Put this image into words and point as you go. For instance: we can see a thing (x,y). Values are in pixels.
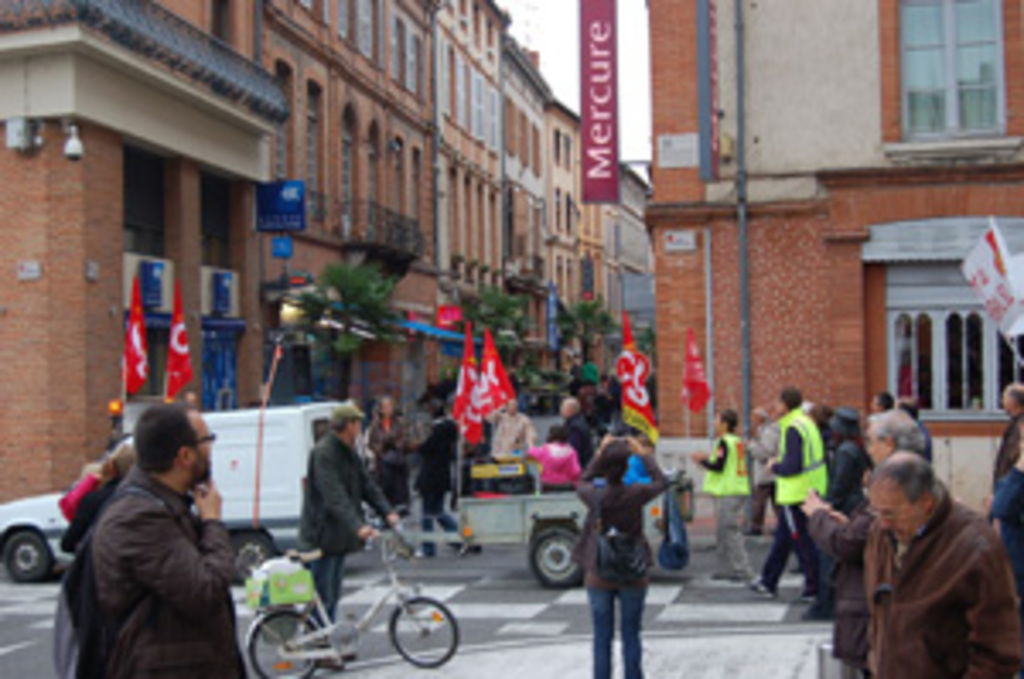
In this image there are group of persons (556,483) standing and walking. In the center (355,408) there is a man (333,528) holding a bicycle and standing. In the background (302,368) there are flags (642,380), there are buildings (340,237), boards (298,212) with some text (608,140) written on it and there are trees (578,325) and there are vehicles (287,460).
